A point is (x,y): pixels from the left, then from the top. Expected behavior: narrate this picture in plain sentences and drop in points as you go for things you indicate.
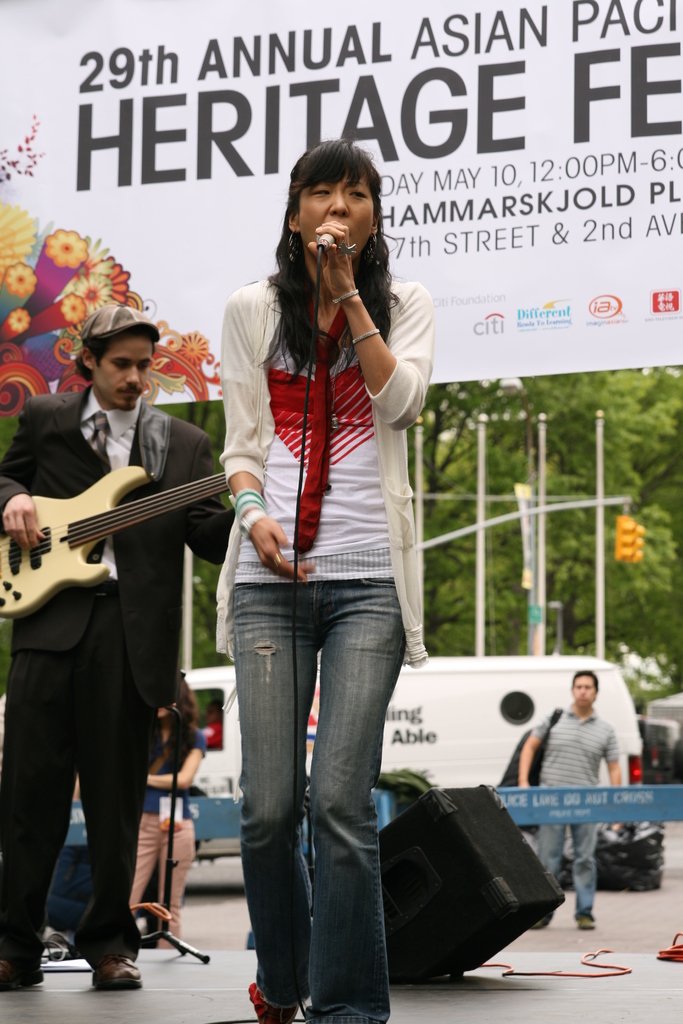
In this picture there is a woman (358,376) standing on the dais (534,988), holding a microphone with her left hand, on her right there is a man (60,398) standing and playing a guitar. In the backdrop (537,666) there is a vehicle (506,683) and a man (528,743) standing.
